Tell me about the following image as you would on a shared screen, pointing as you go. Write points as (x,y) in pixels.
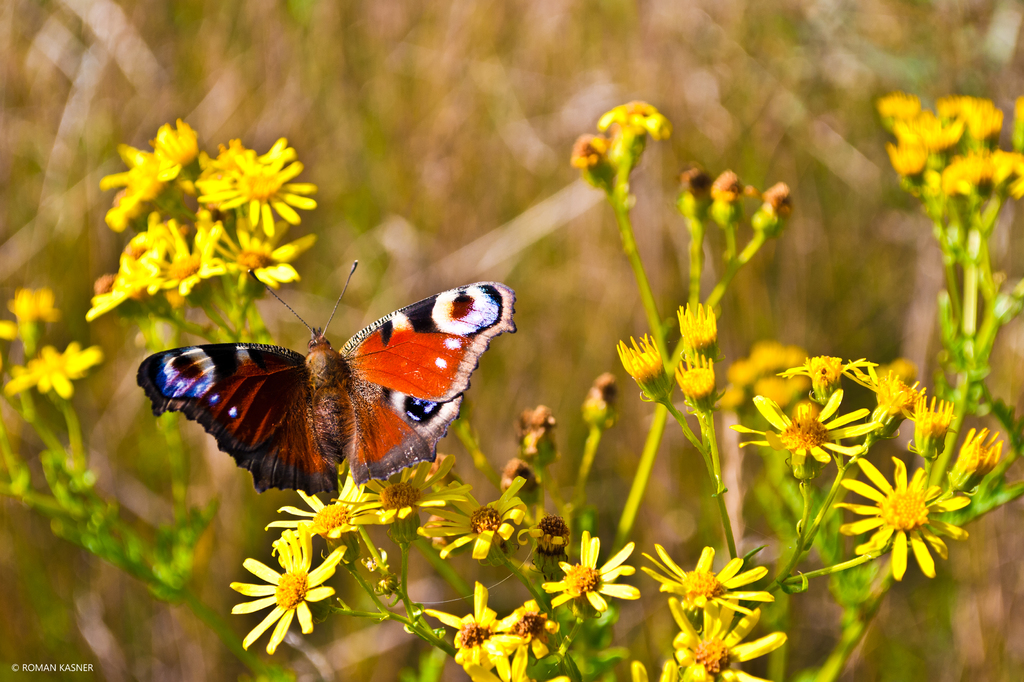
In the foreground of this image (318,418), there is a butterfly (352,399) and few flowers (844,448) and buds (695,364) to the plant (837,569) and the background (409,86) image is blur.
